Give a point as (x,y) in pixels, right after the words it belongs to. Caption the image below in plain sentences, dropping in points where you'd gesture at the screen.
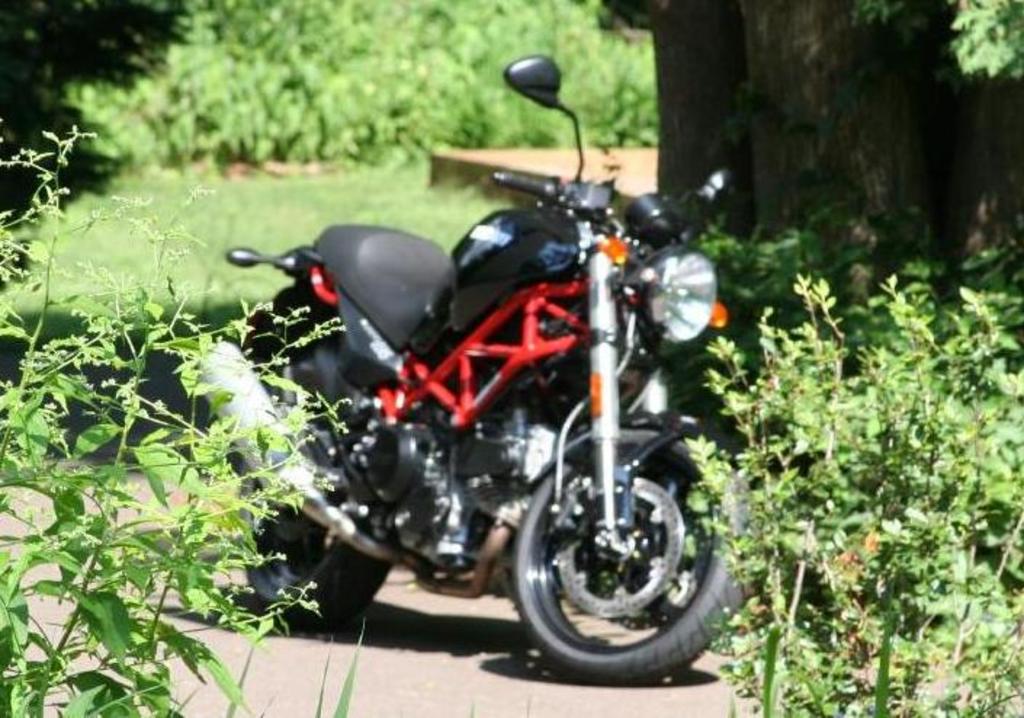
In this image, we can see a motorcycle (328,495). We can also see the ground (398,653). We can see some plants (894,9) and grass (238,200). We can also see the trunks (887,80) of trees (890,97) and an object (555,169).
